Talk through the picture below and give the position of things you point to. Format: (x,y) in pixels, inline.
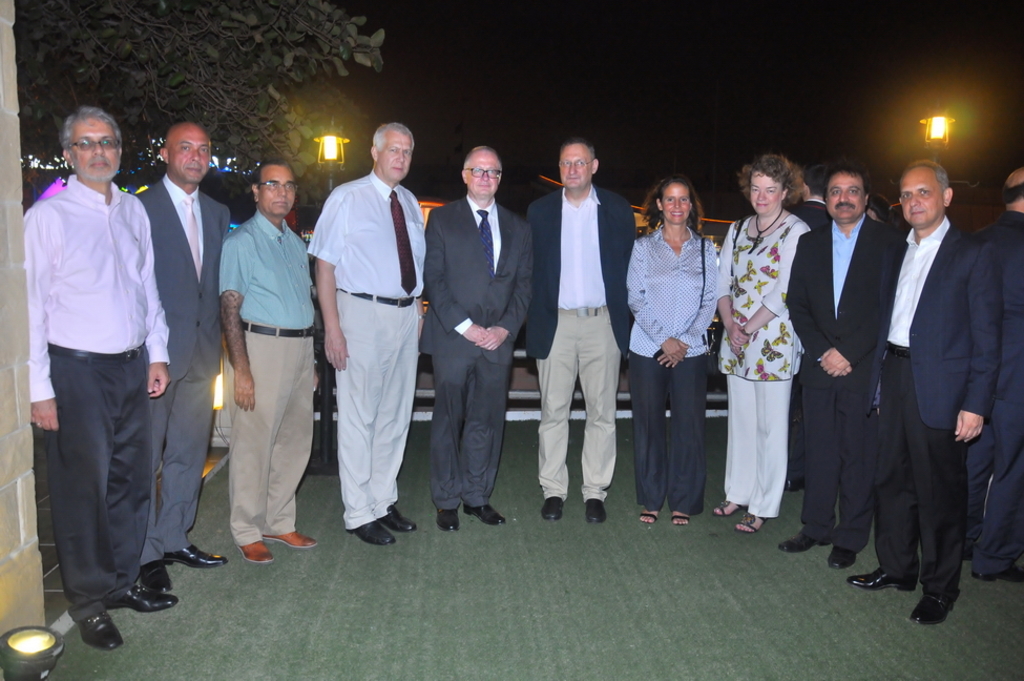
In this picture I can see there are a group of people (88,384) standing and they are wearing blazers (941,356) and shirts (76,334) and they are smiling. The woman (755,267) at right (758,280) are wearing shirts (772,330) and pants (702,437). The men (362,404) are wearing blazers (951,345) and shirts (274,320) and into left few of them are wearing shirts (378,281) and pants (400,333). There is a light (38,631) on the floor (50,623) at the pillar (35,596) on to left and there is a tree (173,77) on to left (159,82) and there are poles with lights (338,148) and the sky (614,68) is clear.
